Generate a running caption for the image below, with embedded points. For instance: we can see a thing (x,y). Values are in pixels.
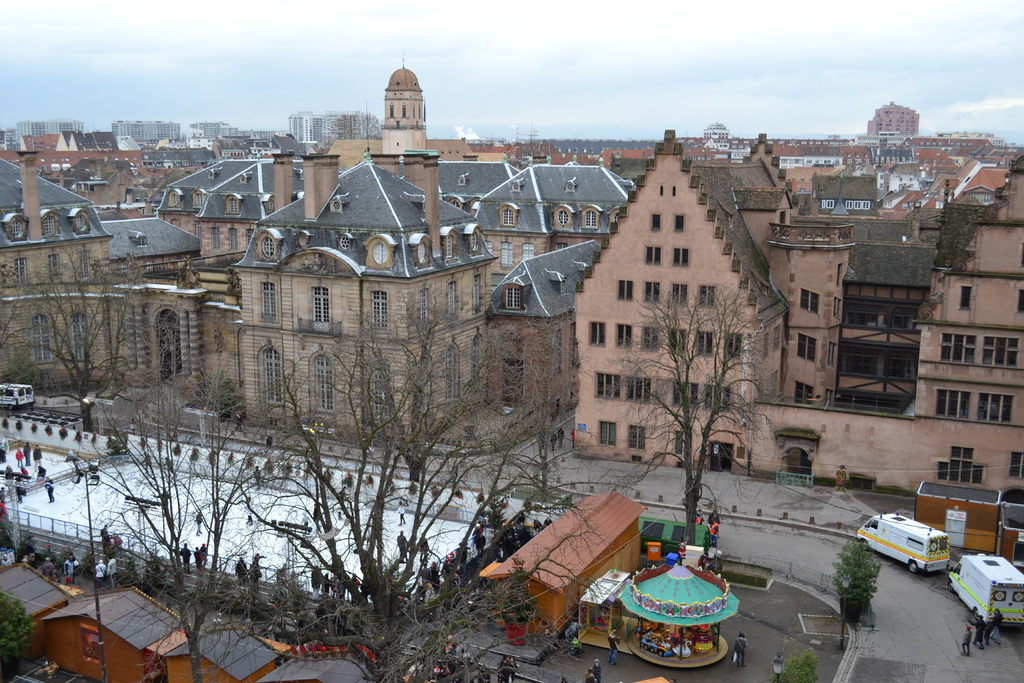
In this picture there are houses (356,669) and trees (308,602) at the bottom side of the image (486,564) and there are buildings (875,480) in the center of the image (458,250) and there are cars (897,550) in the image, it seems to be the road side view of the image.
